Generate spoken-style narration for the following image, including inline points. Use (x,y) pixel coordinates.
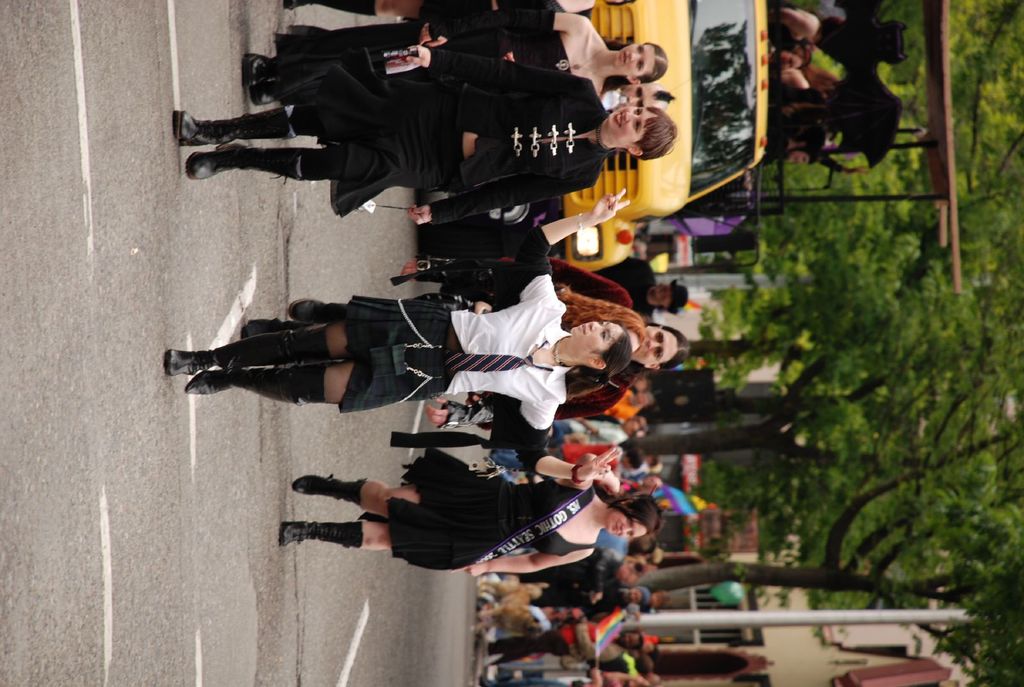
This image is rotated. In this image there are few people (415,500) walking on the road (286,493), behind them there is a vehicle (753,82) and few people (791,121) on it. In the background (839,368) there are a few buildings (789,661) and trees (900,388).
